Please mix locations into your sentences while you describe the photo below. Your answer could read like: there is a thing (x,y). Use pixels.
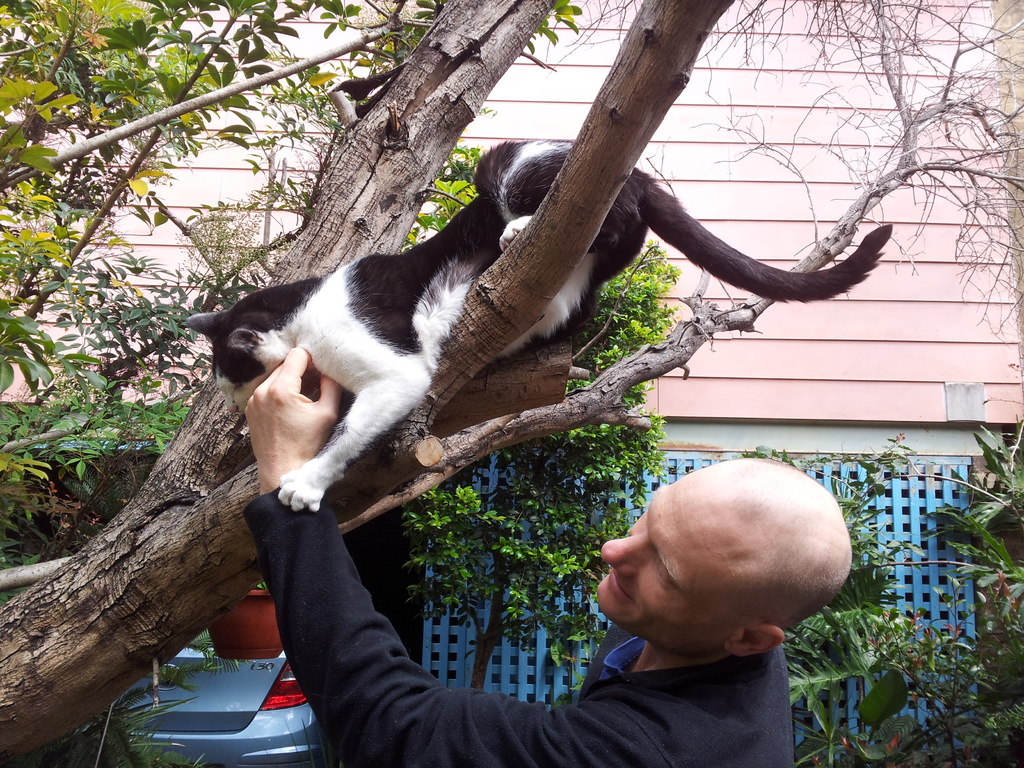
There is a man (709,703) standing in the middle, There is a tree (112,632) in the left side of the image (203,524), on that tree (202,484) there is a cat (473,271) in black and white color, In the right side (916,533) there are fences (916,538) of blue color, In the background (930,386) there is a pink color wall (804,214).
